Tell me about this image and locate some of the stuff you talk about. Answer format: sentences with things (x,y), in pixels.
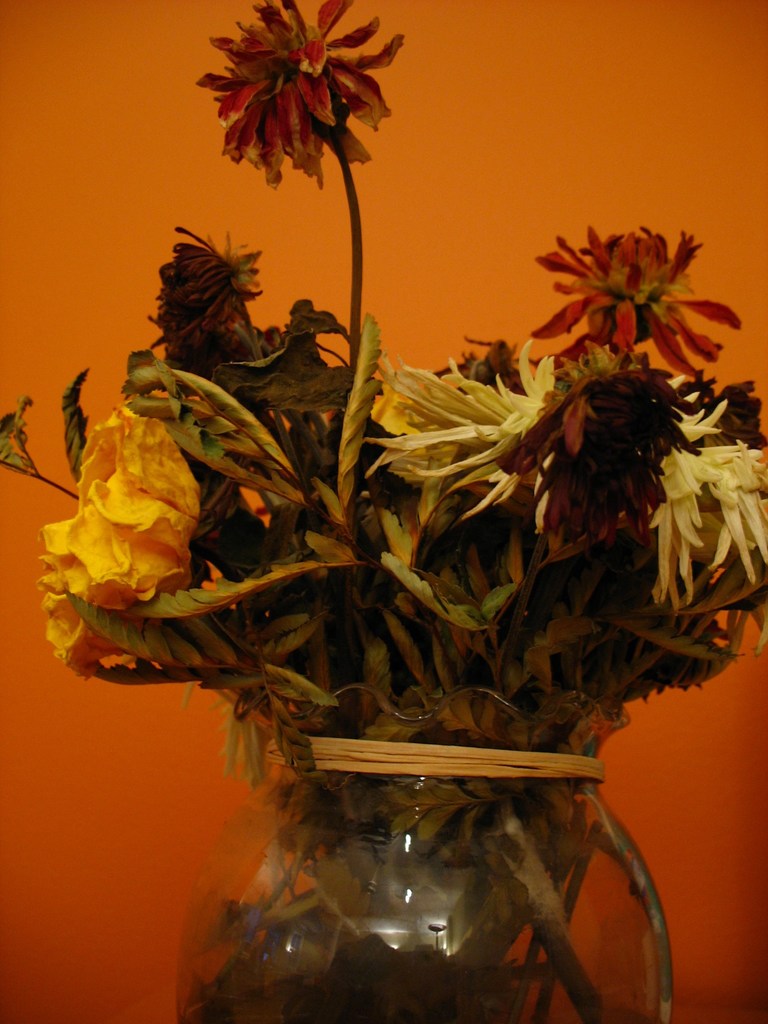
This image is taken indoors. In the background (574,219) there is a wall (133,735). In the middle of the image (332,549) there is a flower vase (402,882) with flowers (522,420) in it.
